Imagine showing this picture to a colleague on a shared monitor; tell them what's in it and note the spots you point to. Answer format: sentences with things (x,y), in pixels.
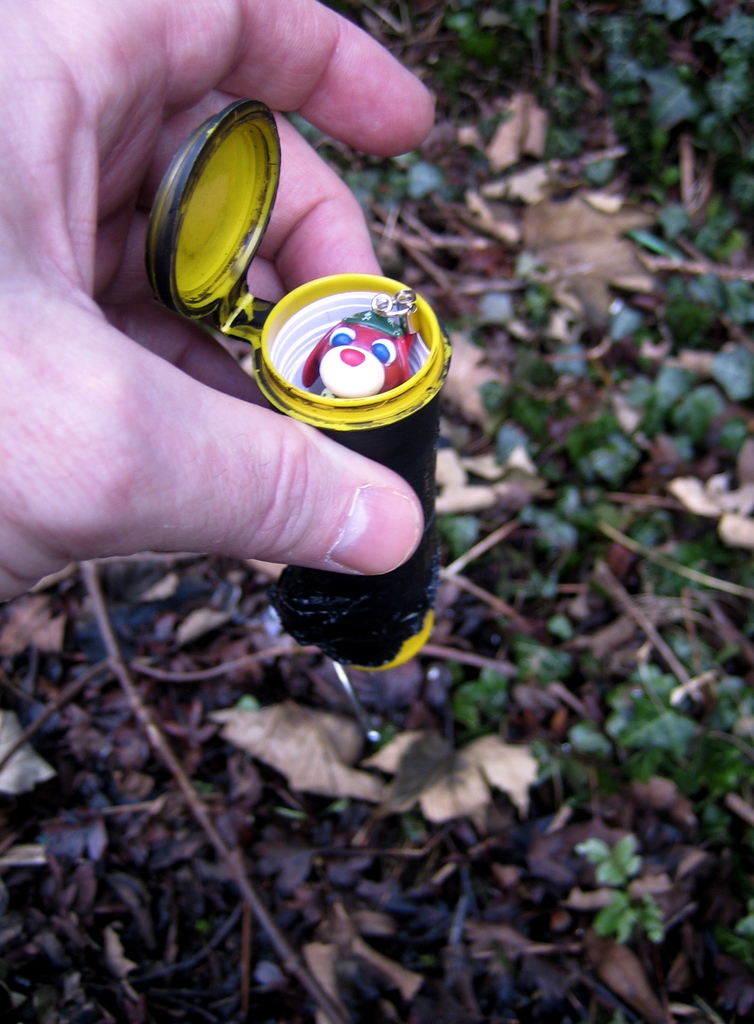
In this image we can see a hand (369,237) of a person (409,541) holding a box (366,590) containing toy (399,375). In the background (613,171), we can see some plants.
